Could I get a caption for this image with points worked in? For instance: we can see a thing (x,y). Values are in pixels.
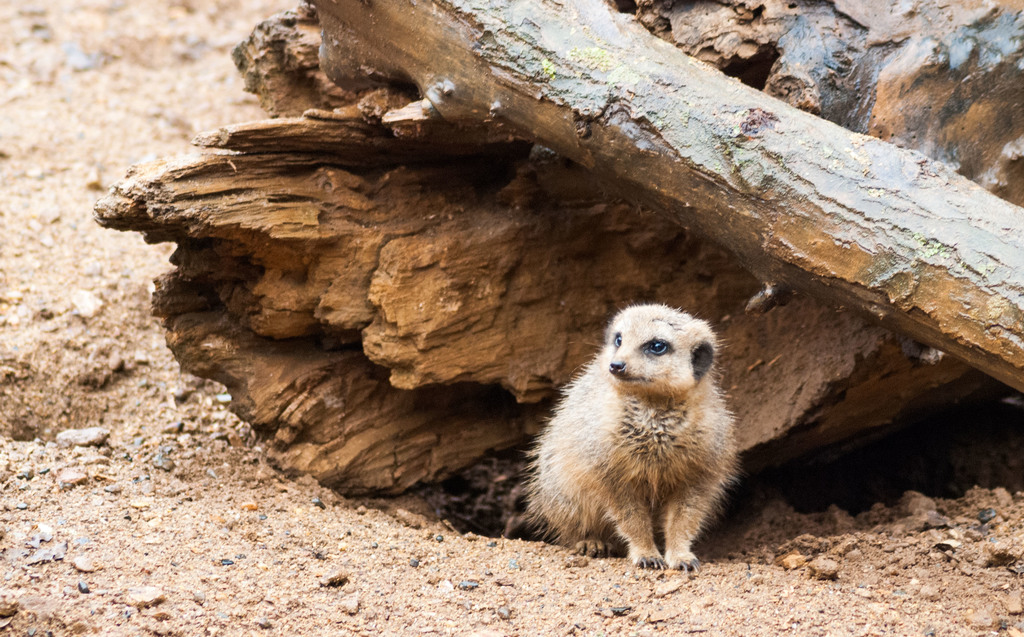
There is a Meerkat (668,446) sitting on the sand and there is a tree pole (673,172) behind it.
